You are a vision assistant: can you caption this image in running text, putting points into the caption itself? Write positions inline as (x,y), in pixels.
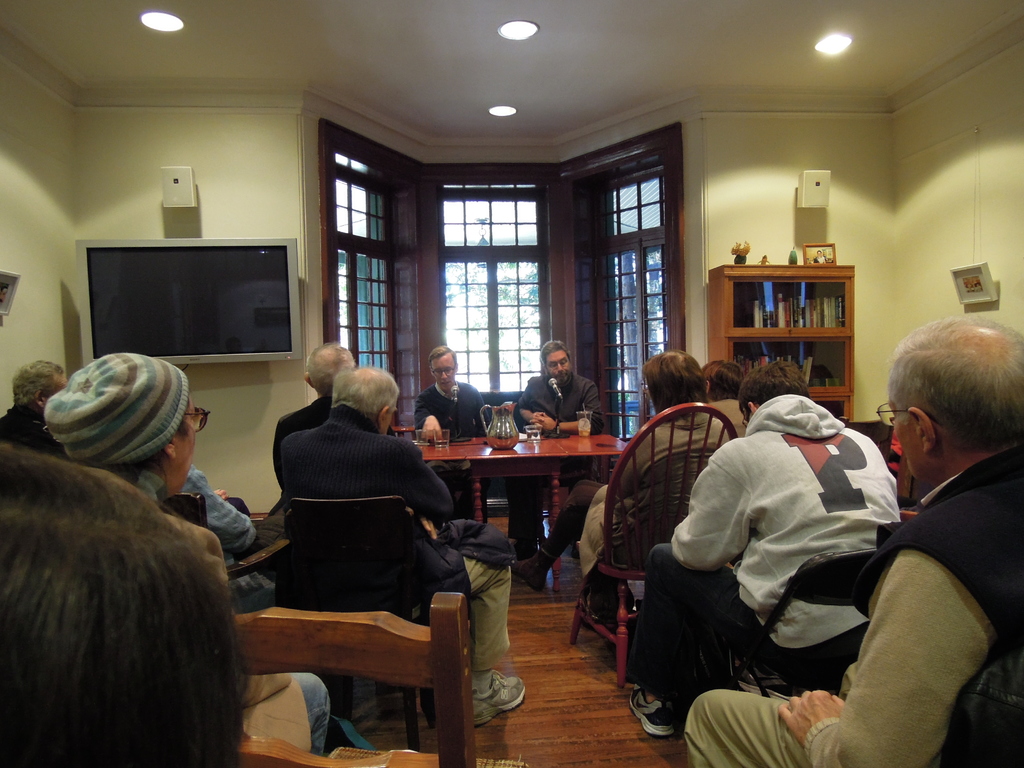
As we can see in the image there is a yellow color wall (265,156), window (484,311), television (251,313), shelves (805,294), few people (842,450) sitting on chairs (445,671) and a table (544,455). On table (565,452) there are glasses (442,428) and mug (504,430).
